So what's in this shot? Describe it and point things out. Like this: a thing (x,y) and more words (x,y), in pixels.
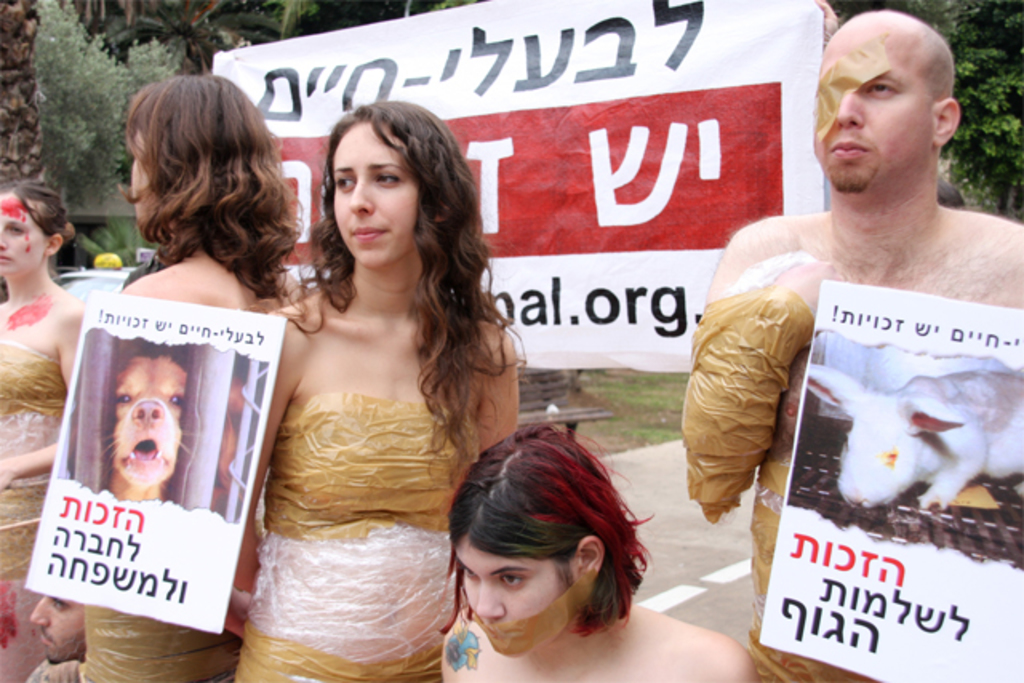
In this picture I can see few people (386,516) standing and holding boards (151,422), behind there is a banner (577,90) and some trees (82,83).
